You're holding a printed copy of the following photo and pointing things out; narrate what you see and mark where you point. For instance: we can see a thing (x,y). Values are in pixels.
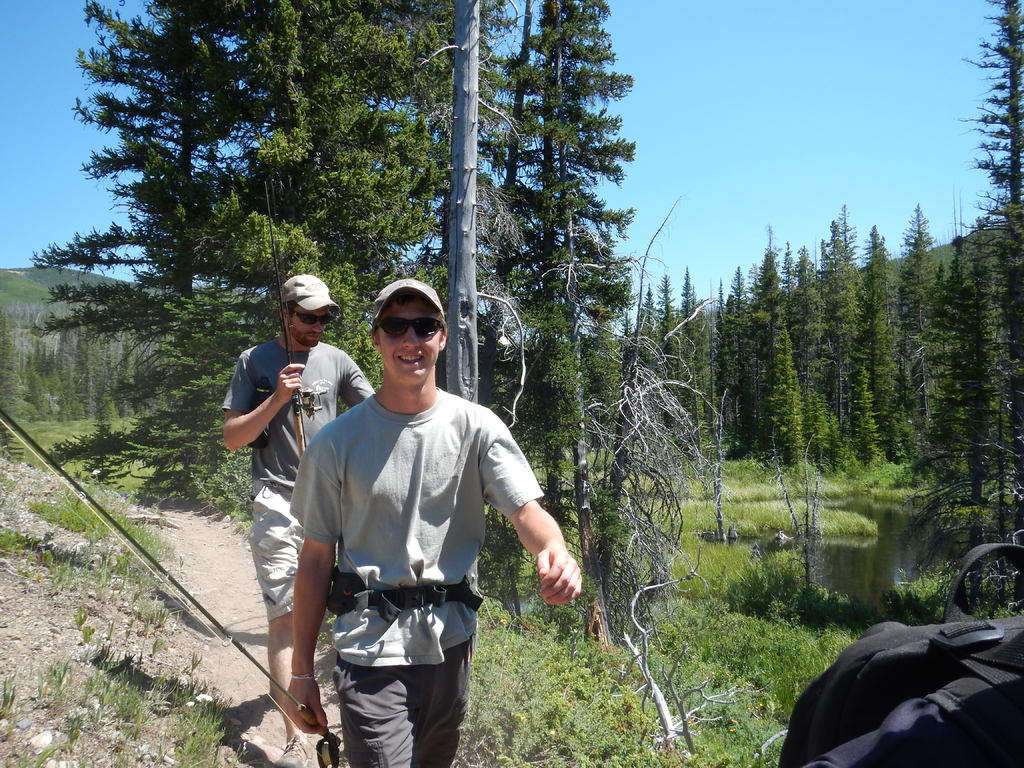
In this image there are two people (318,509) walking on a land (235,605), holding sticks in their hands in the background (943,365) there are trees (268,264) mountain (52,298) and the sky (723,150).
